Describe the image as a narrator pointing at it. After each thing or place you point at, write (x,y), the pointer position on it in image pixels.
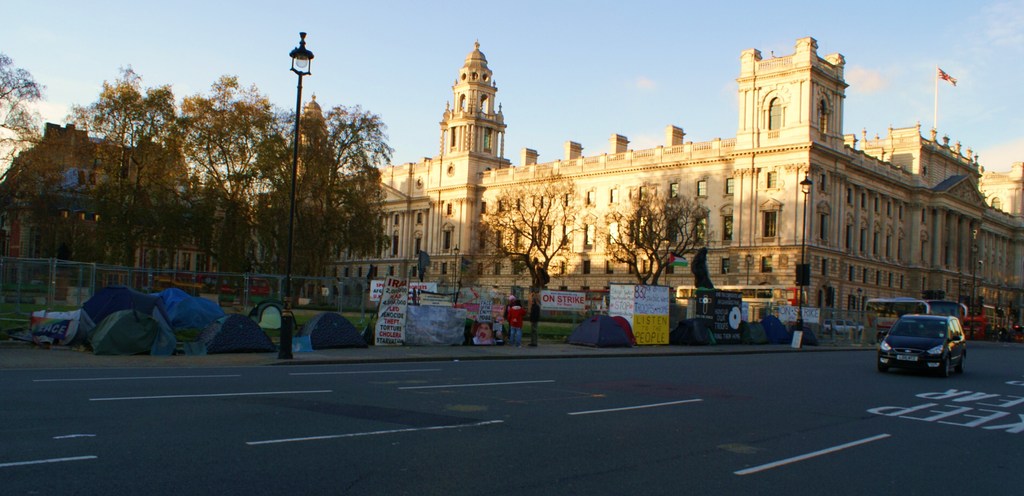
In this image we can see buildings (482,169), trees (148,204), there are light poles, tents (696,343), there are boards (657,290) with text (391,321) on them, there is fencing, there are vehicles (952,365) on the road (972,348), there is a person (515,304), also we can see the sky (729,48).
